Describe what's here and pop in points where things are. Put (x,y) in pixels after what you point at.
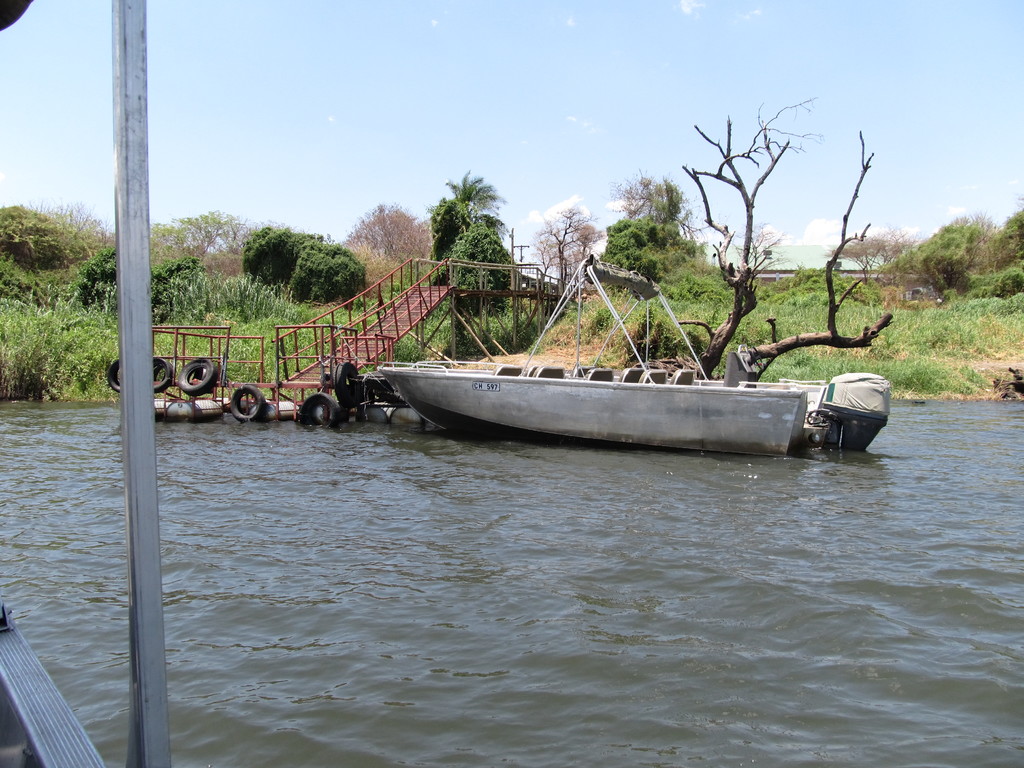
In this image there is a boat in the water (363,459), beside that there are some iron stairs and trees (49,278) in the ground (1010,350).
